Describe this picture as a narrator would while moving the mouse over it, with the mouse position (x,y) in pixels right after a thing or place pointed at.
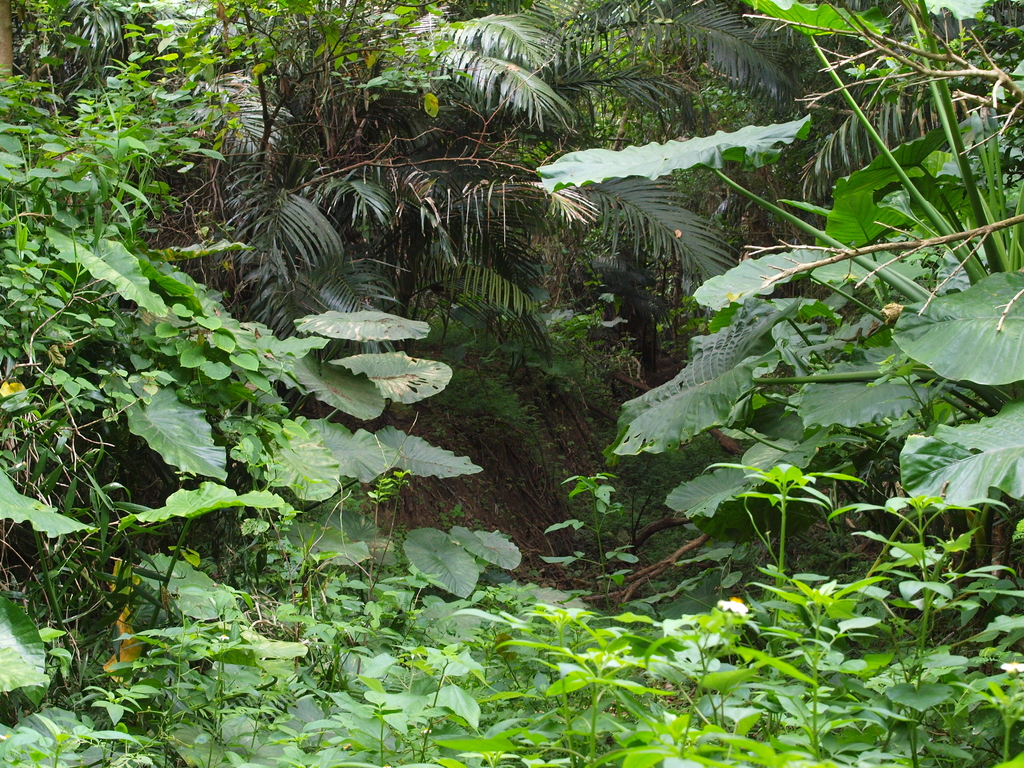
In the image we can see grass (435,624) and leaves (293,540) of different shape and size.
